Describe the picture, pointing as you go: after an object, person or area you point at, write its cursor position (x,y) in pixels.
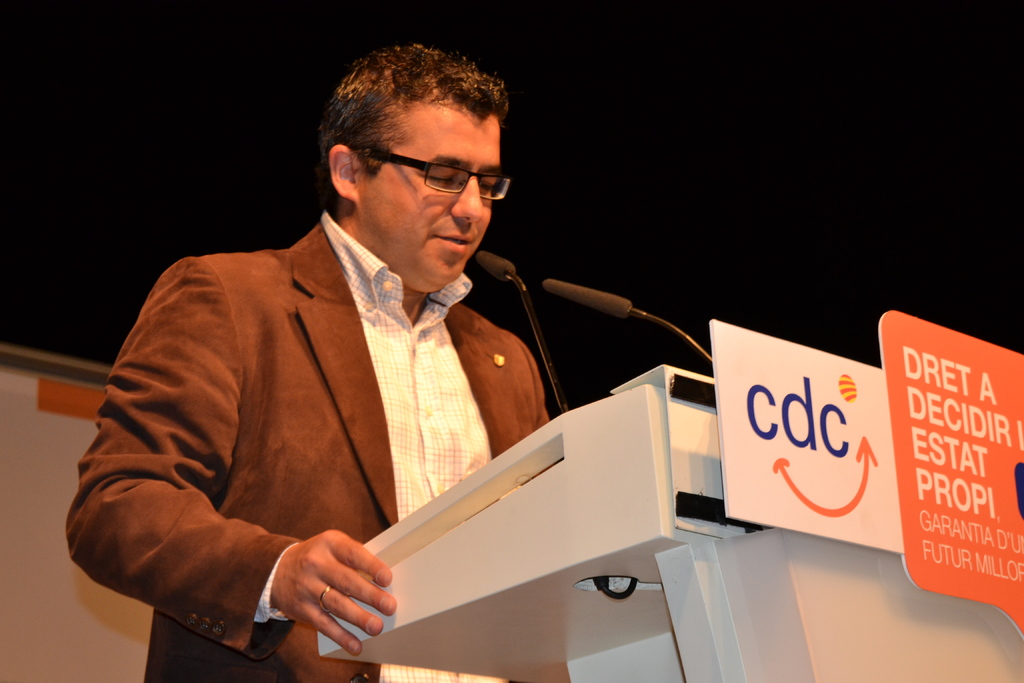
In this image, we can see a person (293,356) talking in-front of microphones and standing near the podium (537,546). On the podium (596,570), there is a board (858,485) with text (838,449). In the background (741,213), there is a dark view (741,213) and white color object (73,599).
